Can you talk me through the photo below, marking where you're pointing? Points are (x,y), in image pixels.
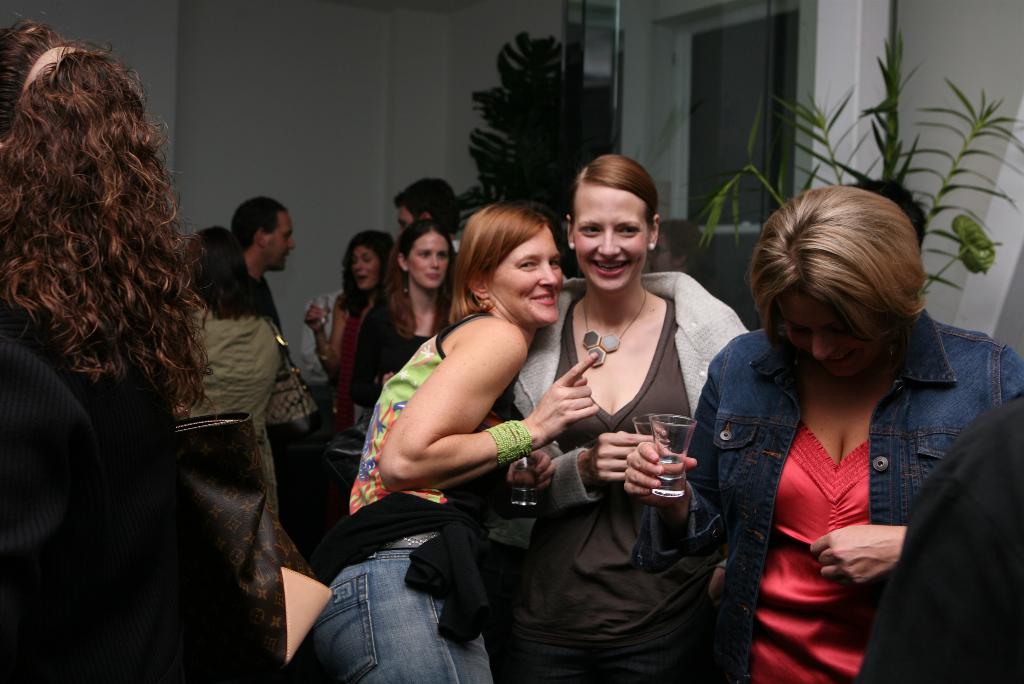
As we can see in the image there is a wall (180,43), plants (985,259), few people (495,358) standing here and there and holding glasses (682,484).
